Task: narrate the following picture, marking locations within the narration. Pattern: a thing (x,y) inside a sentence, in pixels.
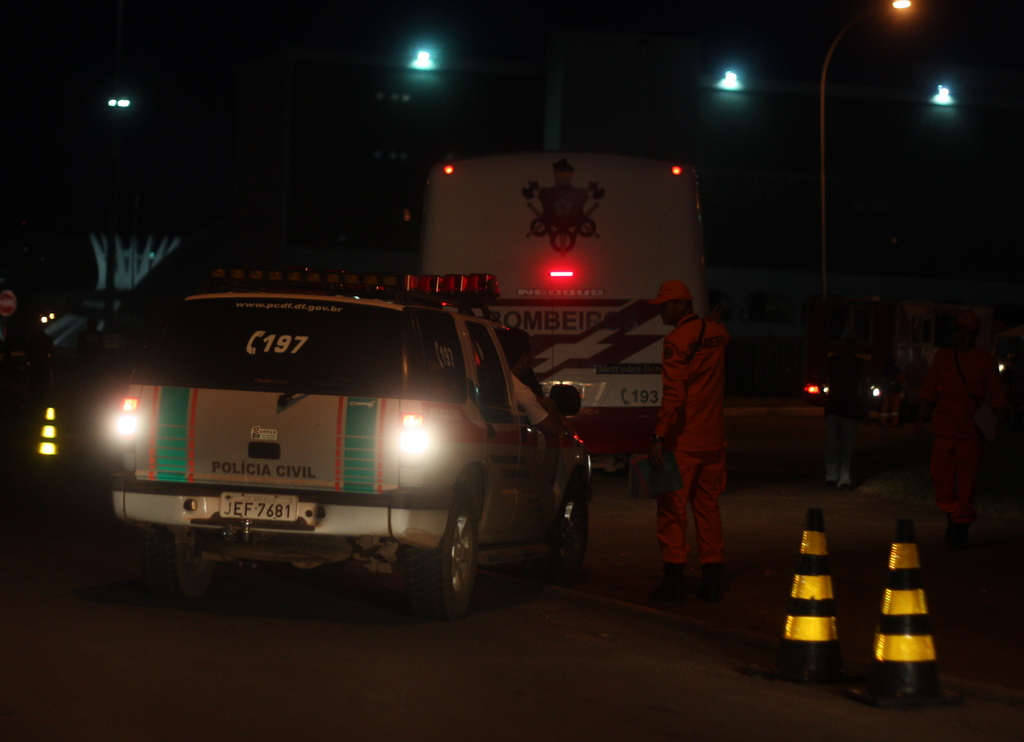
In the middle of the image (364,387) there are some vehicles (246,280) on the road (605,591) and few people (968,404) are standing and there are some road divider cones (809,516). Behind them there are some poles (823,160) and lights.
